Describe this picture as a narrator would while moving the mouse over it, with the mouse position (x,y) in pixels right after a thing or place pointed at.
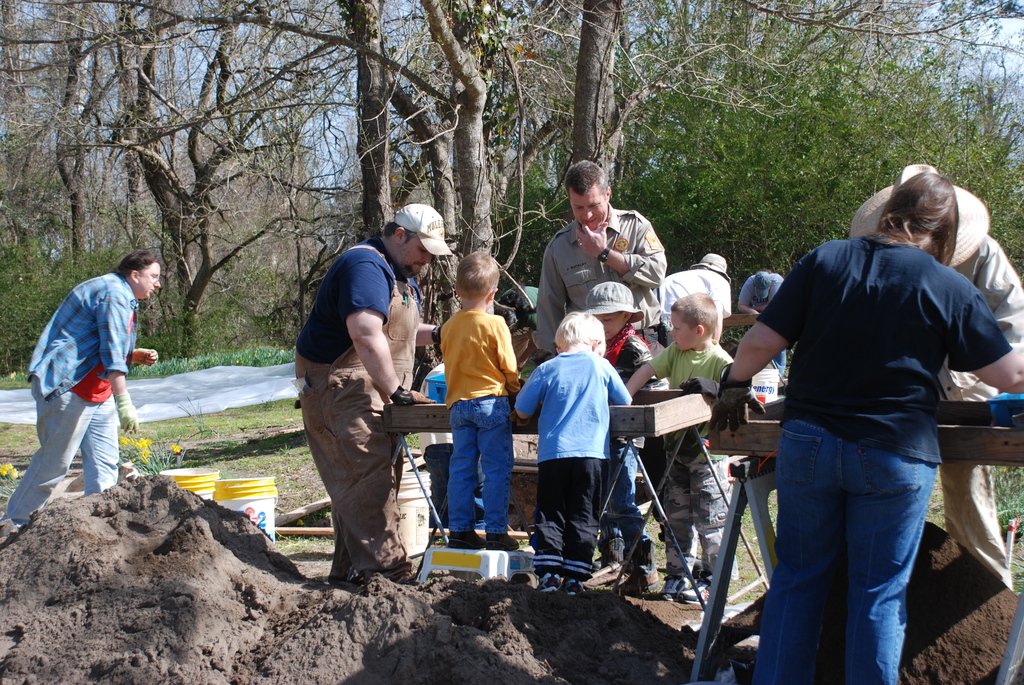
In this image we can see these people (938,319) and children (459,539) are standing on the ground (746,511). Here we can see wooden tables (428,431) on which some objects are kept, here we can see the mud (147,610), buckets (251,496), flower plants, trees (355,147) and the sky (985,54) with clouds (998,61) in the background (972,64).
